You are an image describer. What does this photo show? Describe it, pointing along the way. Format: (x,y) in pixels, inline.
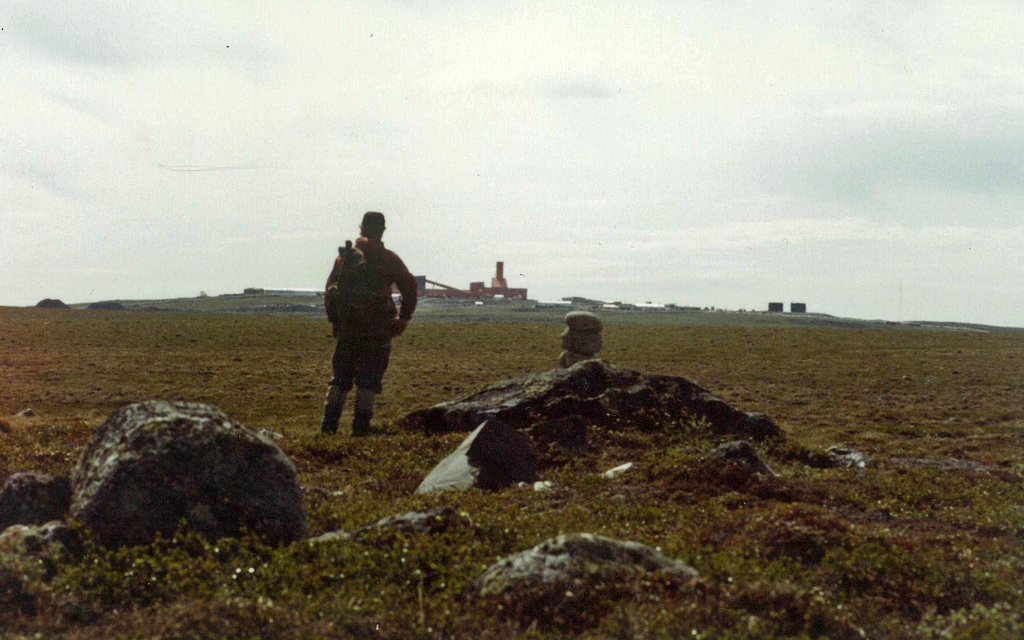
There is a land (20,336) filled with grass (611,458) and on the land (331,365) a man (360,309) is standing by turning back side and in the background (499,117) there is a sky (746,227).
